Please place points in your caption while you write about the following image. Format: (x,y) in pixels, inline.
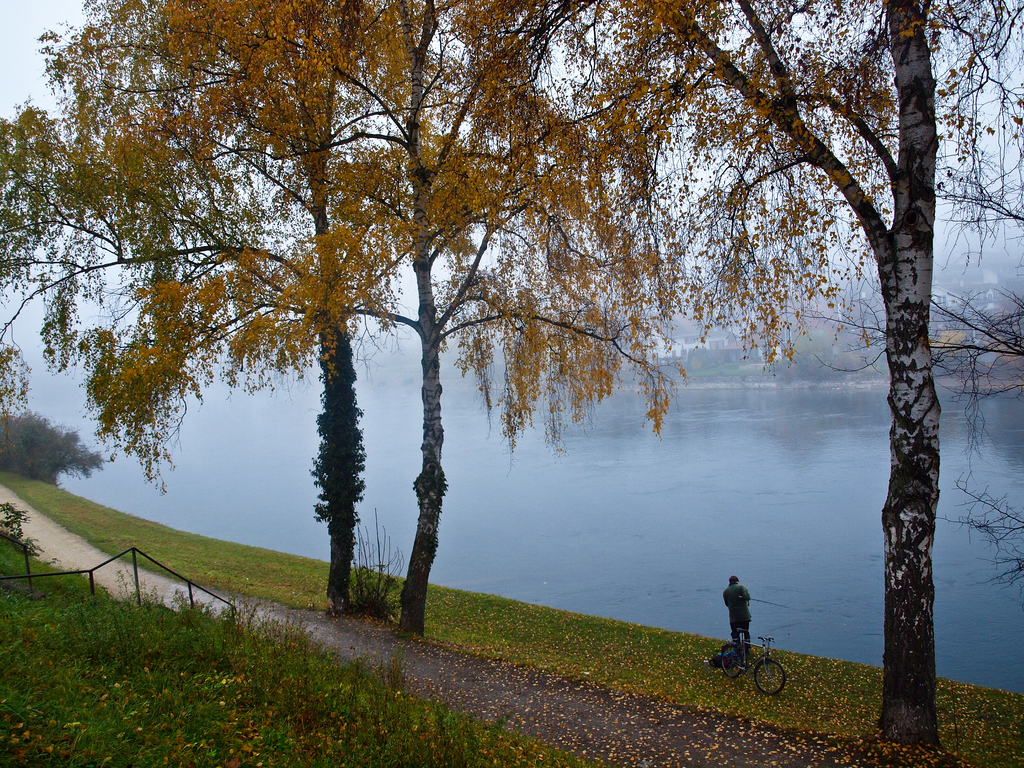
In this image we can see a person (732,587) standing on the grass (720,643). We can also see a bicycle (747,664). Image also consists of trees (499,168), fence (138,587), plants (378,607) and also the lake (622,502). We can also see the dried leaves (658,709) on the ground (483,696).
